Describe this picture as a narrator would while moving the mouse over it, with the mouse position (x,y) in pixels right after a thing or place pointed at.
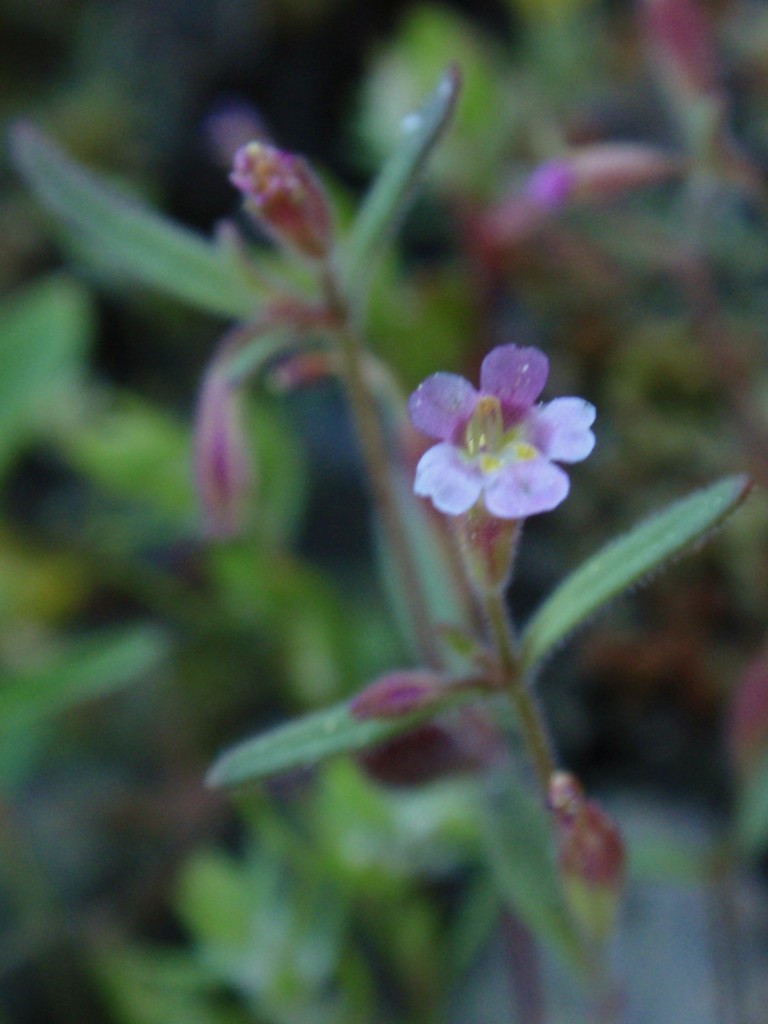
In this image I can see the flower (426,482) and buds (230,233) to the plant (387,721). I can see the flower (480,552) is in white, pink and yellow color. I can see the blurred background (476,774).
